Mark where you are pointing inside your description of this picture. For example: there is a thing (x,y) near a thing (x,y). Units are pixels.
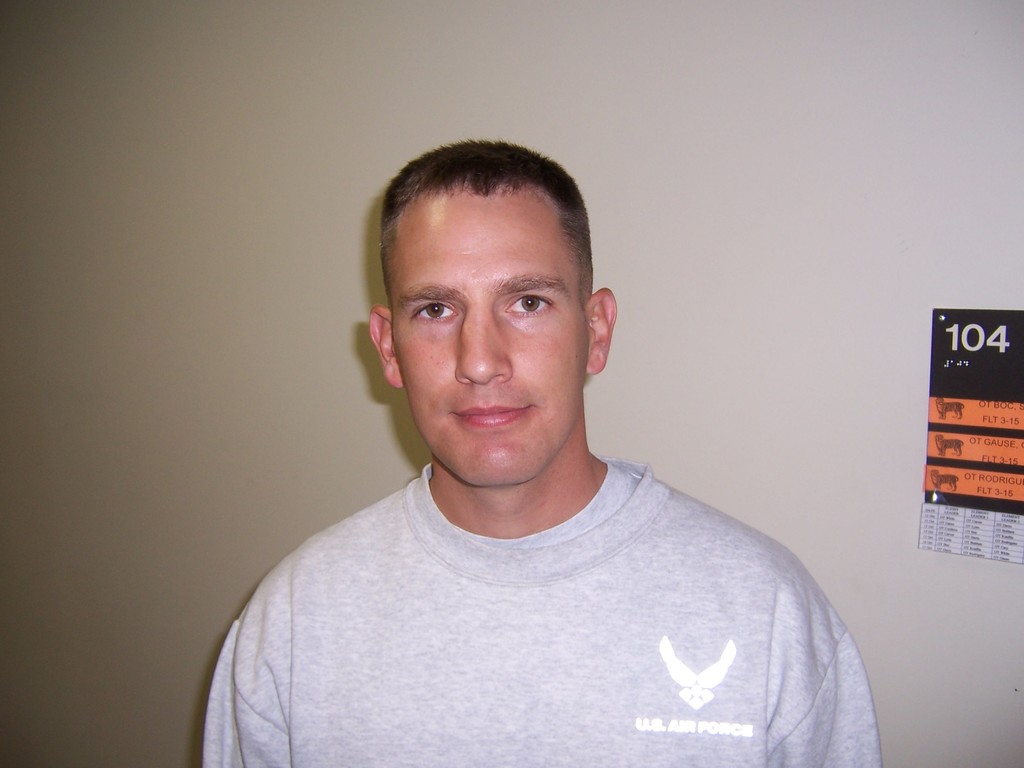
In this picture there is a man (504,674) smiling and wore t shirt (591,602), behind him we can see poster (938,419) on the wall (728,185).
